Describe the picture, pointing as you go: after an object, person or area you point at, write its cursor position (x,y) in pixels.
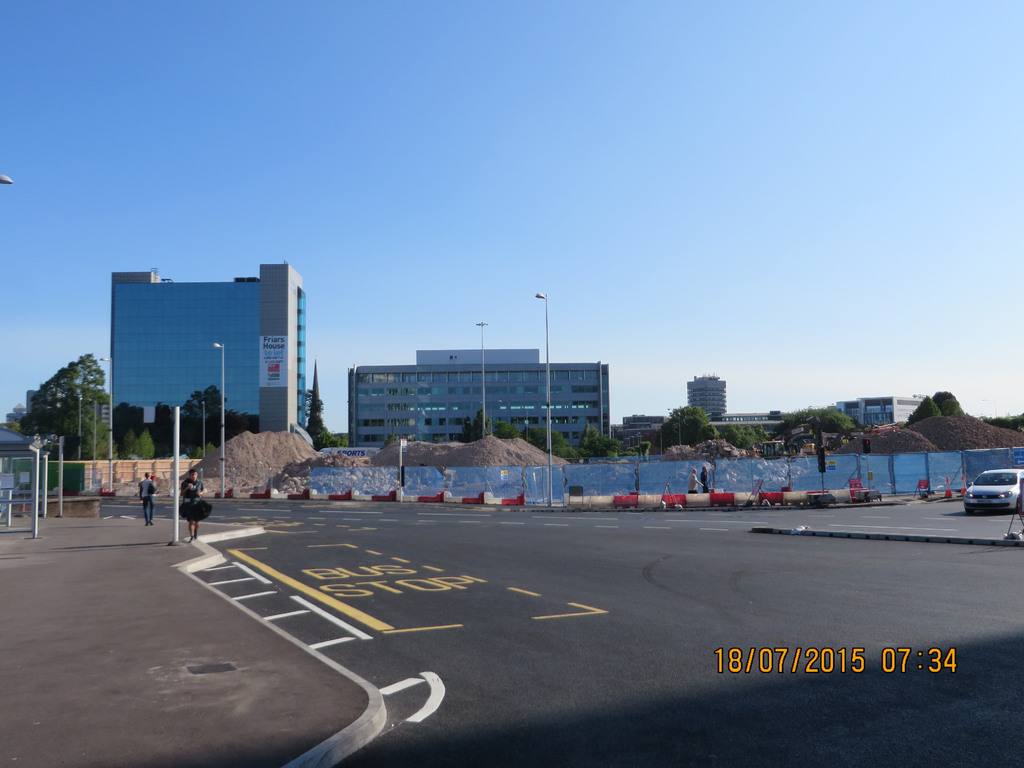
This image is clicked outside. There are trees (93,423) in the middle (633,449). There are buildings (202,380) in the middle (369,434). There are lights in the middle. There are two persons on the left side (198,483). There is a car (986,507) on the right side (968,507). There is sky (78,126) at the top (554,149).
